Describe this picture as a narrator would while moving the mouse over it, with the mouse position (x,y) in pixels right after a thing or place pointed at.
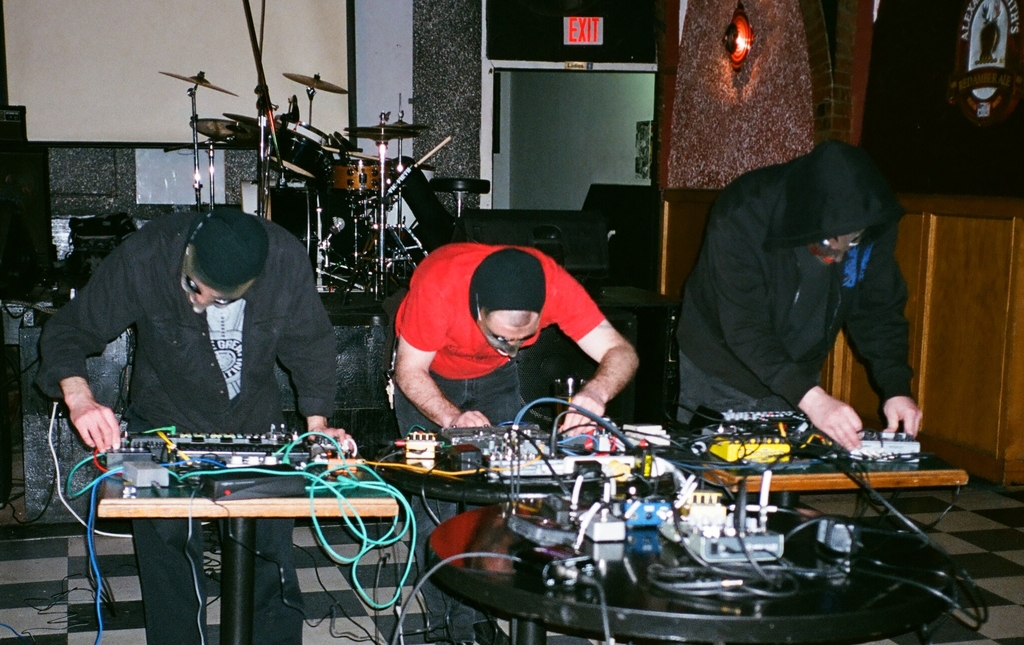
In this picture we can see three man (828,213) standing and bending doing some mechanical activities and in front of them there is table (637,588) and on table (490,512) we can see wires (548,468), some device (578,445) and in background (359,135) we can see musical instruments (267,132) such as drums (284,167), door (618,66), light (745,53).
